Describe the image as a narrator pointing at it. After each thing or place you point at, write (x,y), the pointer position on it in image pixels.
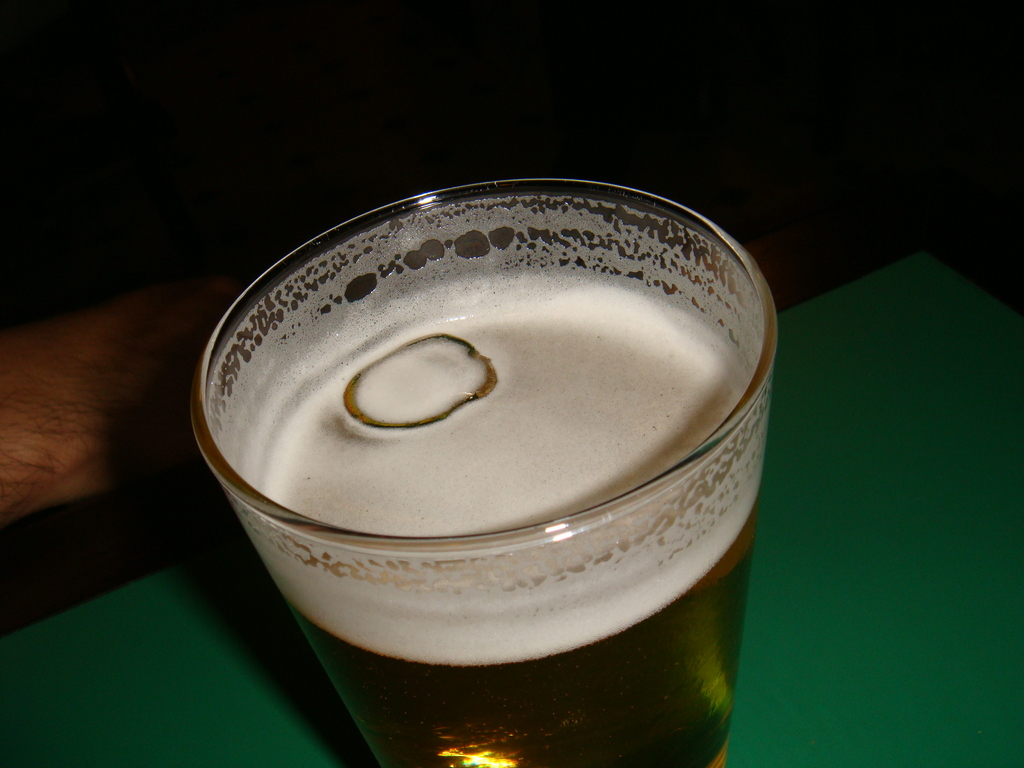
In the image as we can see, this glass (566,623) is filled with a liquid substance (446,400), and this is a human hand (33,455).
